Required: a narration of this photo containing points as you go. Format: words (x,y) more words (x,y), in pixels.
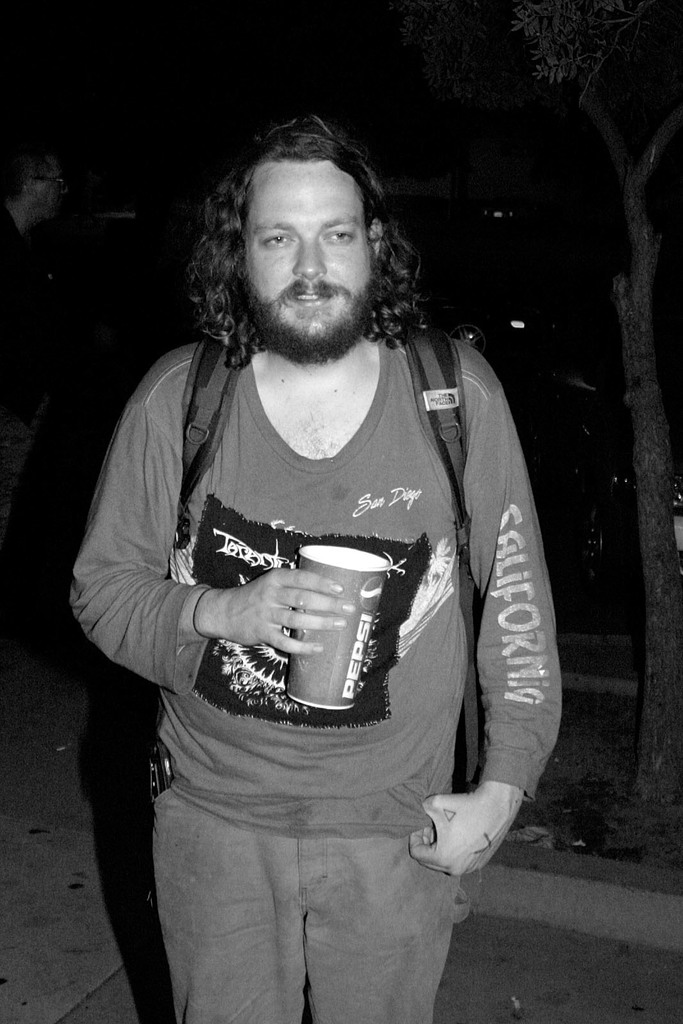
This is a black and white image in this image, in the center (249,413) there is one person (330,613) who is standing and he is holding a cup (342,655). And in the background (649,162) there are some trees (656,154) and one person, at the bottom (81,889) there is a walkway (73,915).
